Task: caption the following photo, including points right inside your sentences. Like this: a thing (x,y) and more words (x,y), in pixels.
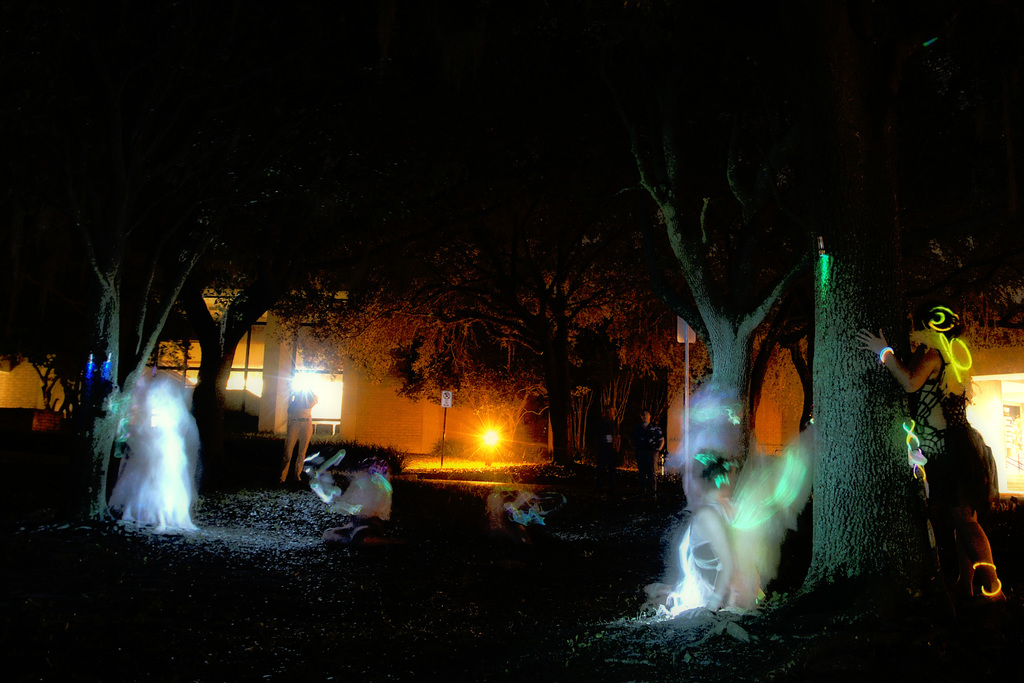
This image is an edited image where the persons (303,443) are standing and there are trees (477,293) and there is a building (383,411) and there is a pole (445,413).
